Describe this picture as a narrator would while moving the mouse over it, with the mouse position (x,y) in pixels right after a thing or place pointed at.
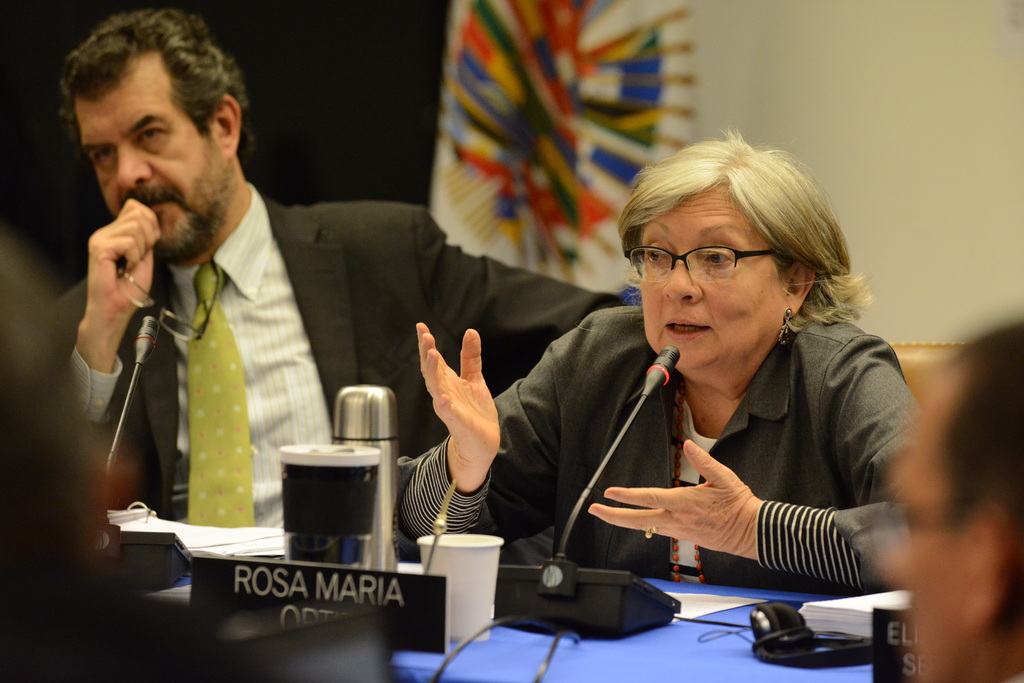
In the image I can see two people (366,382) who are sitting in front of the table (599,658) on which there is a bottle (376,536), cup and a mic (591,485) and a name board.
